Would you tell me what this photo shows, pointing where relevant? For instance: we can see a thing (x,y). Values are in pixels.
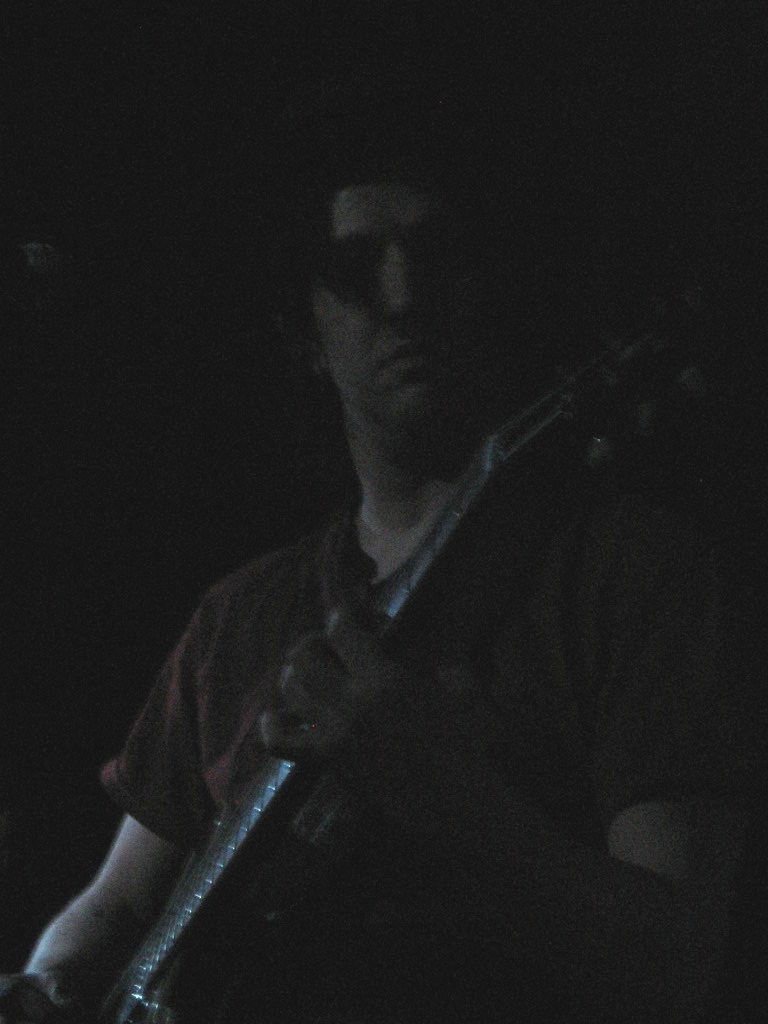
In the middle of the image (283,565) a man (58,994) is standing and holding a guitar (201,890).
